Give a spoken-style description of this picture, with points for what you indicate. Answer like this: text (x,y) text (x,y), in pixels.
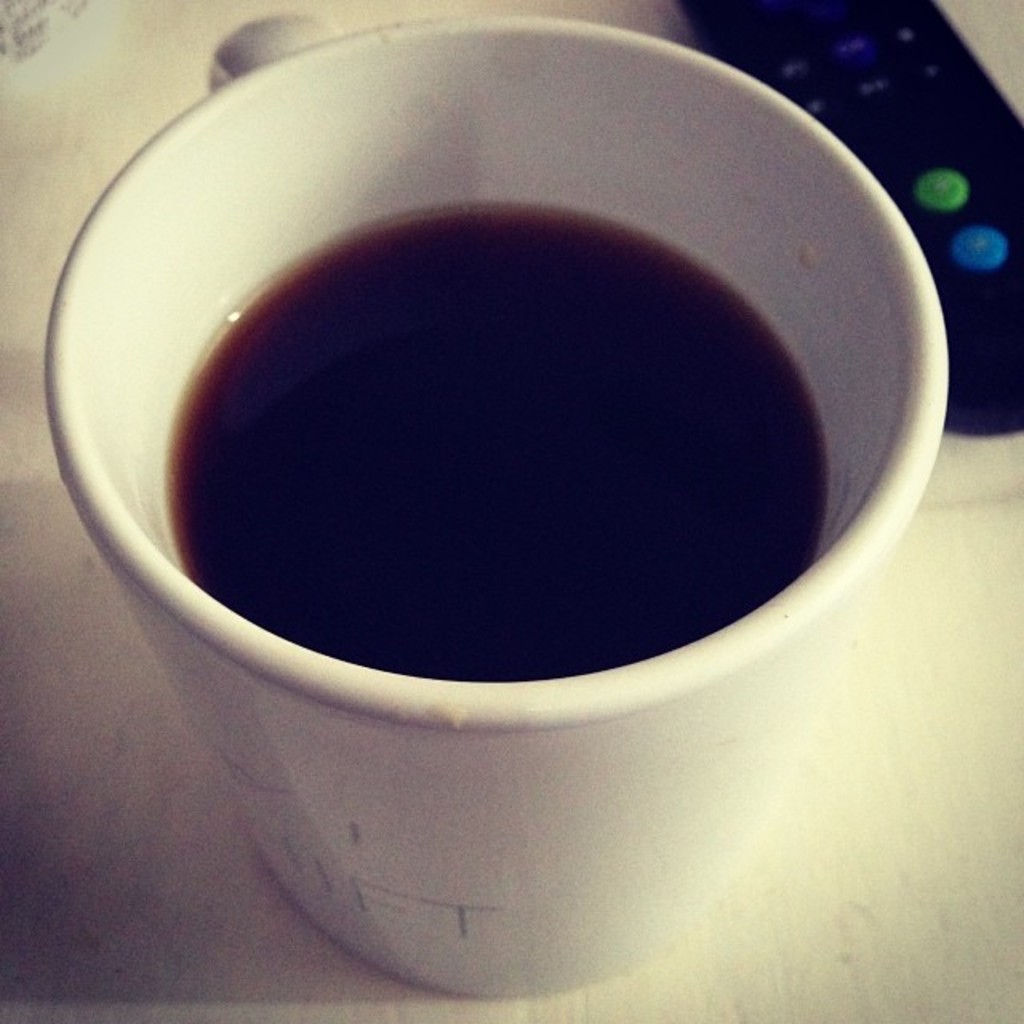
Here we can see a cup (527,921) with liquid (702,570) and a remote (952,271) on the platform (283,1004).
